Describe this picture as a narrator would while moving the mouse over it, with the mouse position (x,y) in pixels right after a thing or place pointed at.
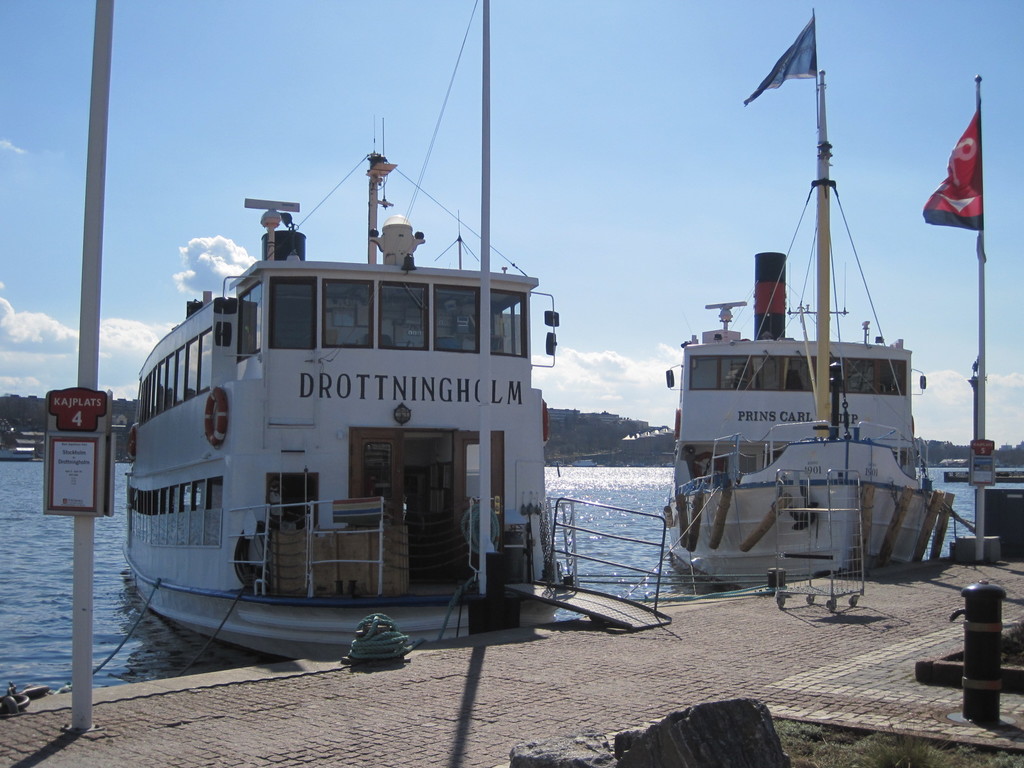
In the center of the image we can see two boats (786,490) with some poles (823,93), railings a flag (793,72) placed in water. In the foreground (74,461) we can see sign boards (79,481) with text (77,475) placed on poles (93,365), a flag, cart (831,573) and some rocks (693,747). In the background (1013,391), we can see group of mountains (637,463) and the cloudy sky (232,253).
